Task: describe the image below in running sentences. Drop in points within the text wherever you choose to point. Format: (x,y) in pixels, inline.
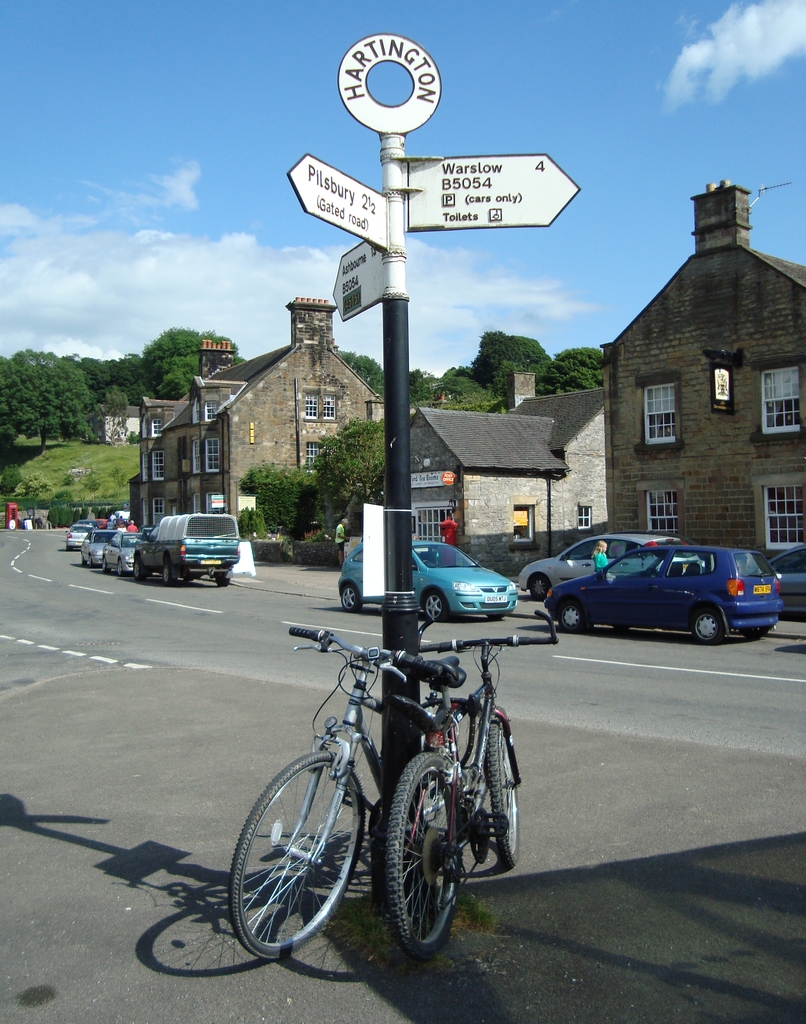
In this picture we can see vehicles (424,566) are parked on the road (90,577), side we can see some buildings (613,416), trees (457,396) and other side we can see bicycles (364,742) placed near pole (396,771).
